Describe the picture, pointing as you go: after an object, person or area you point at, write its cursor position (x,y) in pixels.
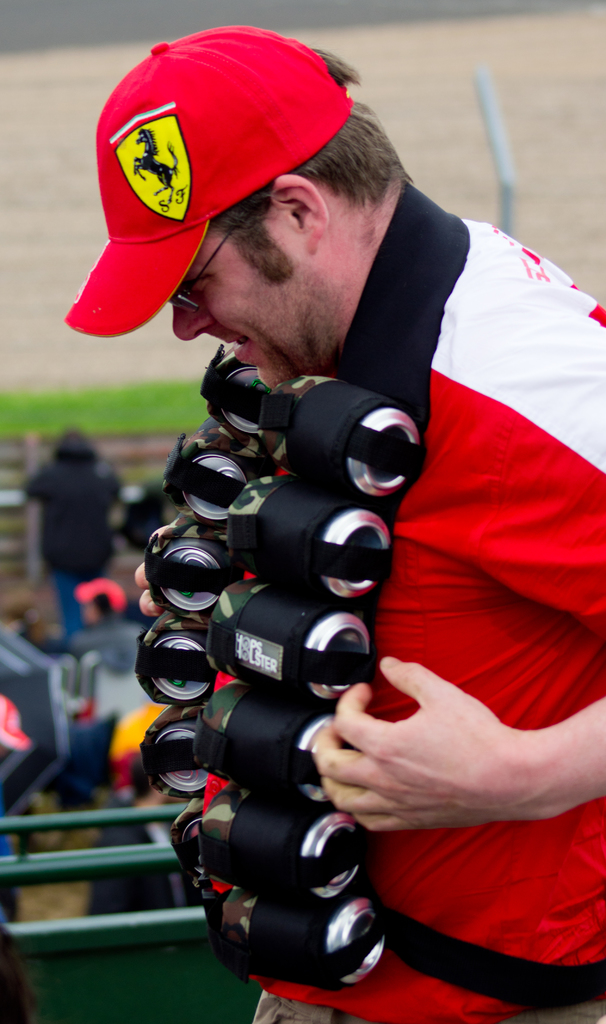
In this image there is a man (360,731) who is holding the soft drink tins (313,725). He is wearing the red color cap (194,172) and spectacles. In the background (121,675) there are few people (113,610) standing on the floor (8,594). At the bottom (87,943) there is a green color fence (117,988).
